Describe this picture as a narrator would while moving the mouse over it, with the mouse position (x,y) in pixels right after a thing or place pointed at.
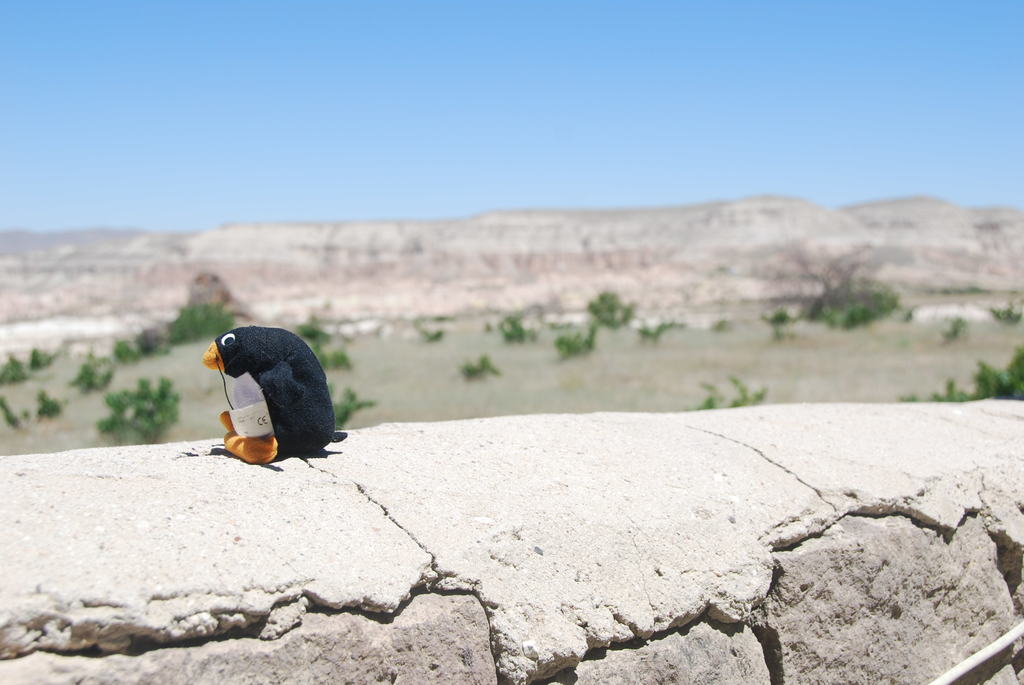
In this image I can see a toy (310,360) kept on the wall (663,472) at the top (342,92) I can see the sky (363,193) and the hill (520,244) and plants (330,357) visible in the middle (427,313).
